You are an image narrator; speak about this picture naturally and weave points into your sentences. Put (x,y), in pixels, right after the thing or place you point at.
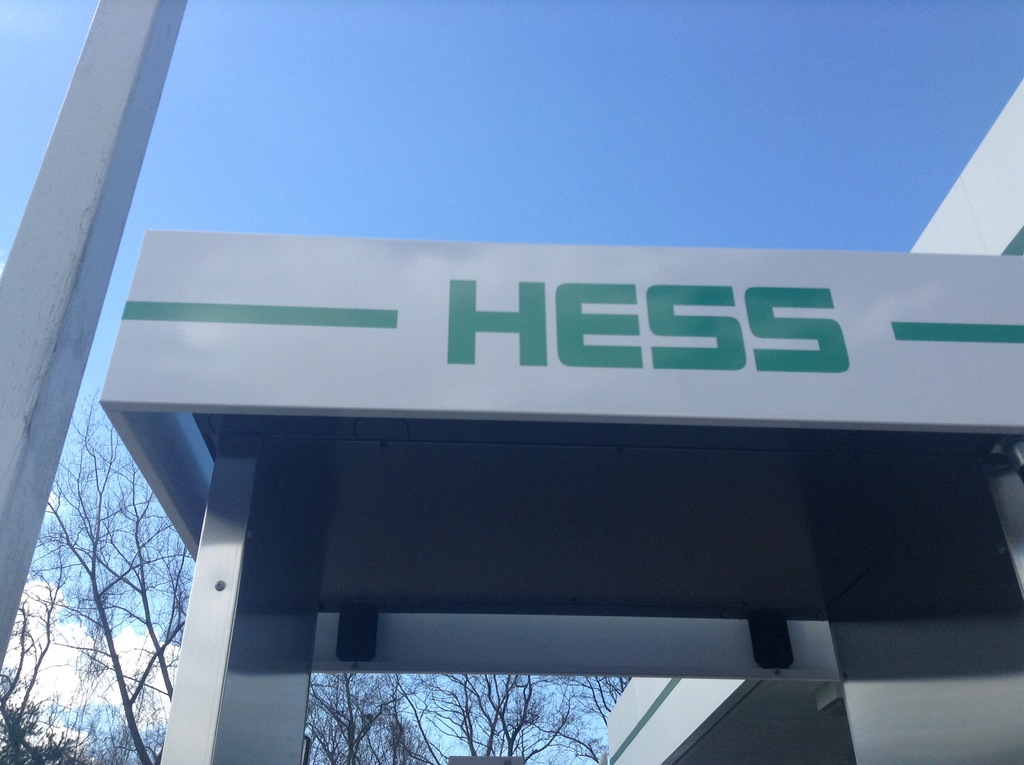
In this picture in the front (527,533) there is a board (451,366) with some text (618,334) written on it. In the background (599,751) there are dry trees (331,697) and the sky (115,624) is cloudy. On the right side (765,713) there is a building (771,704) which is white in colour. On the left side (57,294) there is a pole (71,241).
